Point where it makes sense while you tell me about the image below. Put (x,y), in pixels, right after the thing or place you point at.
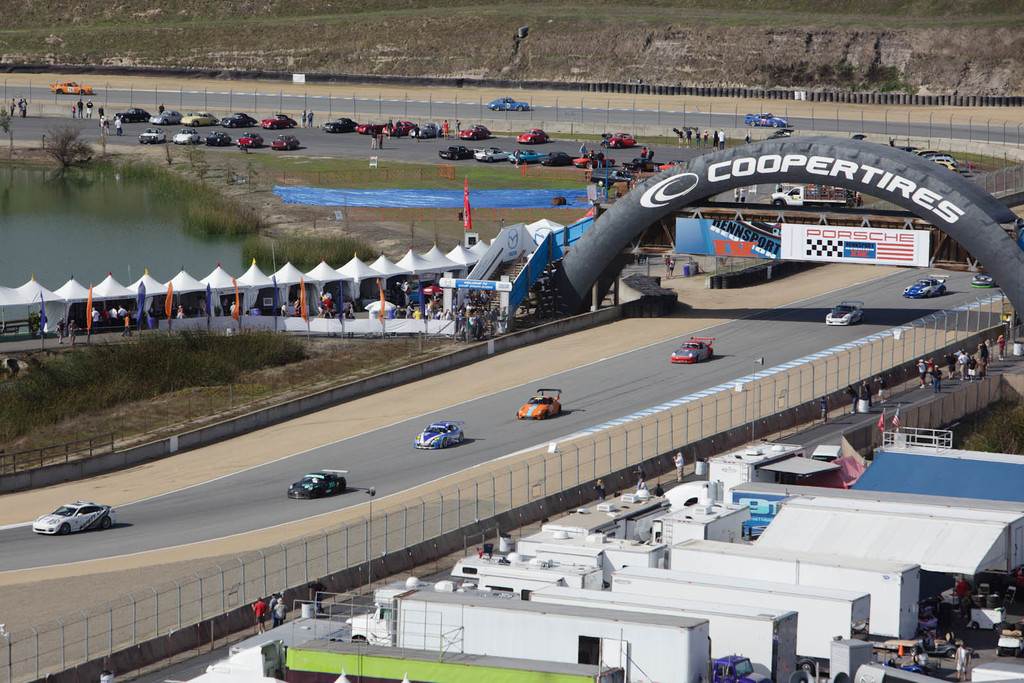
At the bottom of the picture (460,598), we see the buildings (637,593) in white, green and blue color. Beside that, we see the people (966,663) are standing and we see the trolleys (976,624). In the middle (651,420), we see the fence (270,584) and the street lights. Beside that, we see the people (273,603) are standing and we see the cars (557,413) moving on the road (182,506). On the right side (854,189), we see an arch (883,178). Behind that, we see a board (723,230) in white and blue color with some text (753,238) written on it. On the left side (235,282), we see the trees (75,393), grass (107,404) and the flags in orange and blue color. Beside that, we see the people (349,306) are standing under the white tents (289,276). Beside them, we see the staircase (499,272). Behind them, we see the water (94,203) in the pond (89,232). In the background (525,151), we see the poles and the cars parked on the road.
